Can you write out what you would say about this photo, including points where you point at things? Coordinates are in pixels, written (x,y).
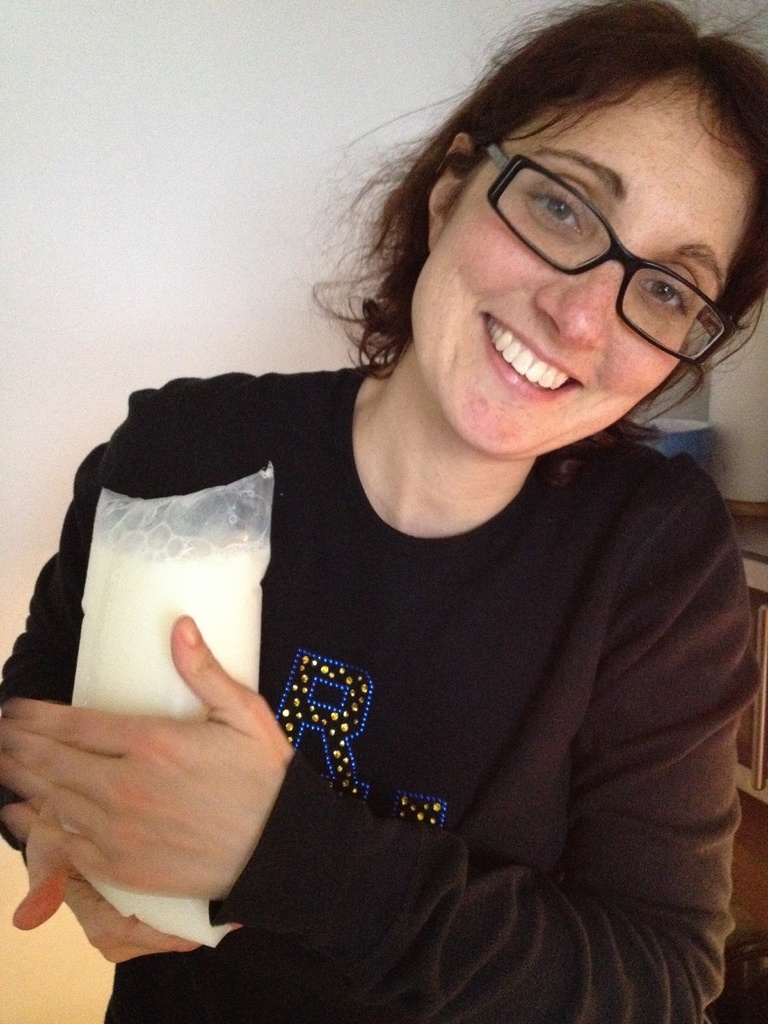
In this picture there is a woman (405,503) who is wearing black dress (540,534) and she is holding a milk (213,549). She is standing near to the wall (222,250).
